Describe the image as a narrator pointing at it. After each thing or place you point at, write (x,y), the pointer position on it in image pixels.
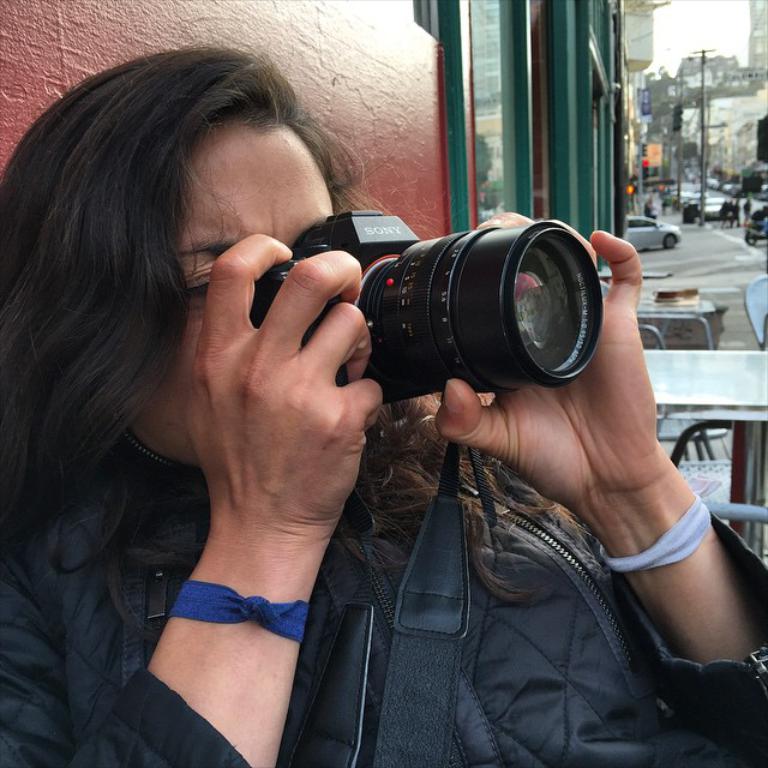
A woman (303,349) is taking photograph sitting on the chair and in the background (712,245) we see road (707,258) and a vehicle (658,240) moving on the road (694,247), pole (680,136), traffic signal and buildings (720,128).
